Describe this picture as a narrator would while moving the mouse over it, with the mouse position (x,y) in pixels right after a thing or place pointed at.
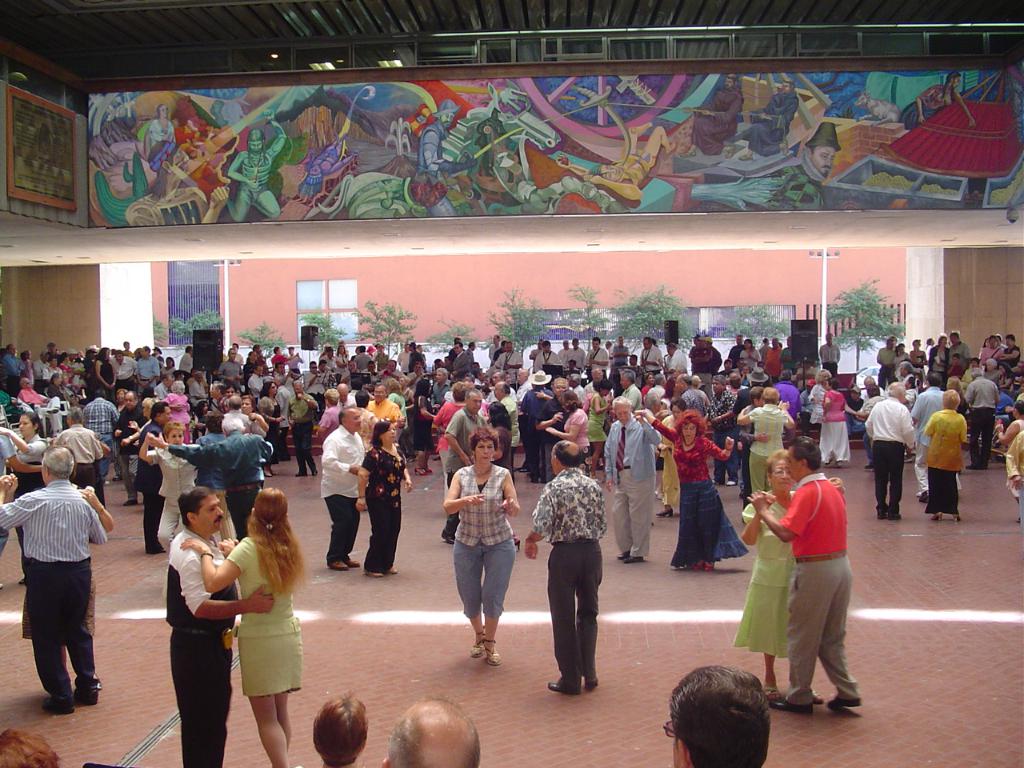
In this image we can see people (209,729). There are trees (211,324) and poles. At the top (150,197) there are paintings (378,142) and we can see a frame (50,159) placed on the wall (62,212). In the background (422,297) there is a wall (526,295) and a window (333,300).
